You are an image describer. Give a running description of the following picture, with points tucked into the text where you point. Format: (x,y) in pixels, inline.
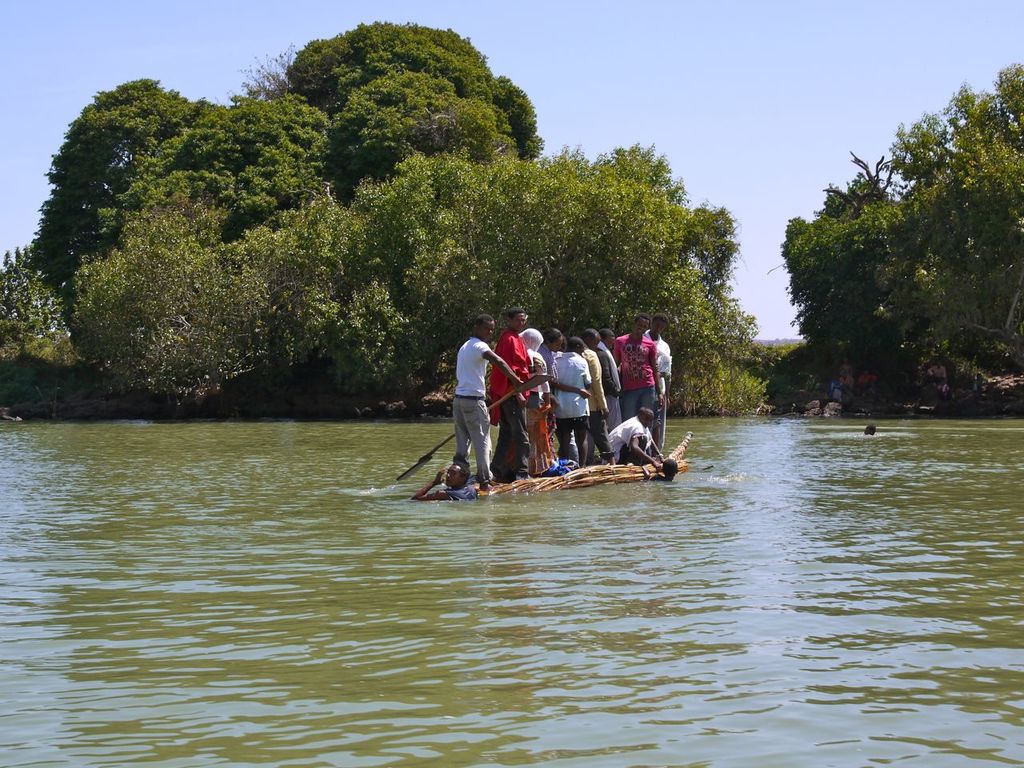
This image is clicked outside. There is water (580,641) in the bottom (585,603). There are trees (612,249) in the middle (504,286). On the water (509,519) some people (583,440) are going.
